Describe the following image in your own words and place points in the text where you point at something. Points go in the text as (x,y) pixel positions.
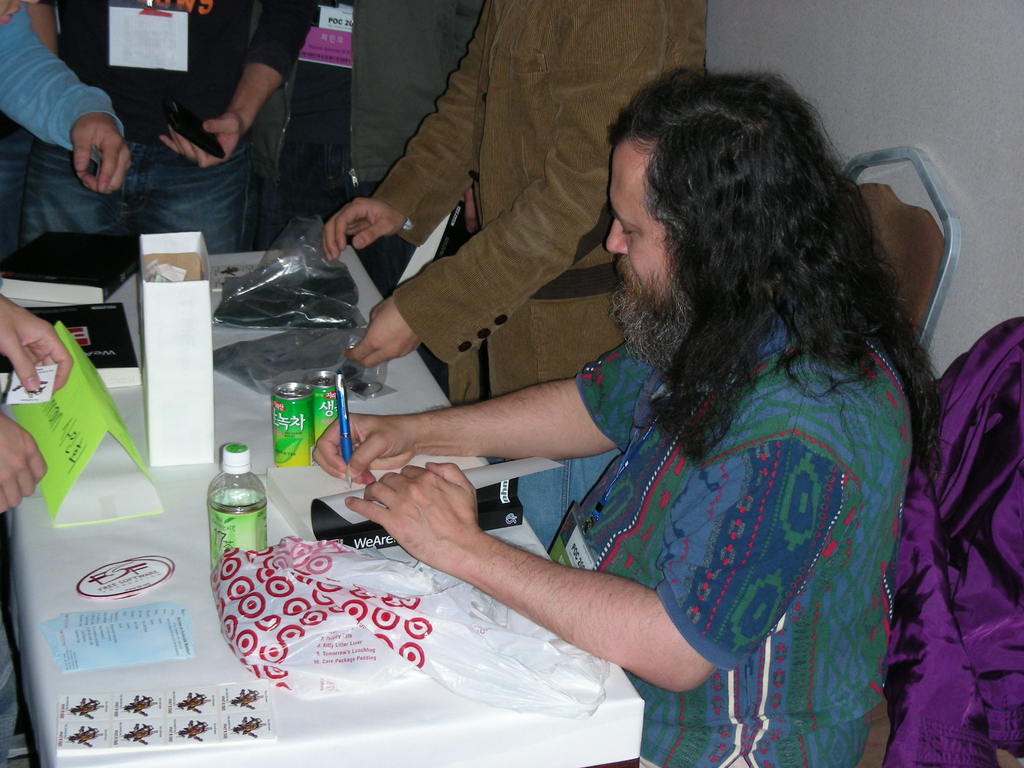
This is an inside view. On the right side of the image (751,558) there is a man (750,626) sitting on the chairs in front of the table (538,721). Just beside this person (623,315) there are people (143,127) standing. On the table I can see bottle (233,524), box (180,403), books (88,261) and two tins (296,416). The person (607,397) who is sitting in front of the table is writing something on the book (345,485) with a pen (346,452). In the background (855,36) I can see a wall (910,95).
